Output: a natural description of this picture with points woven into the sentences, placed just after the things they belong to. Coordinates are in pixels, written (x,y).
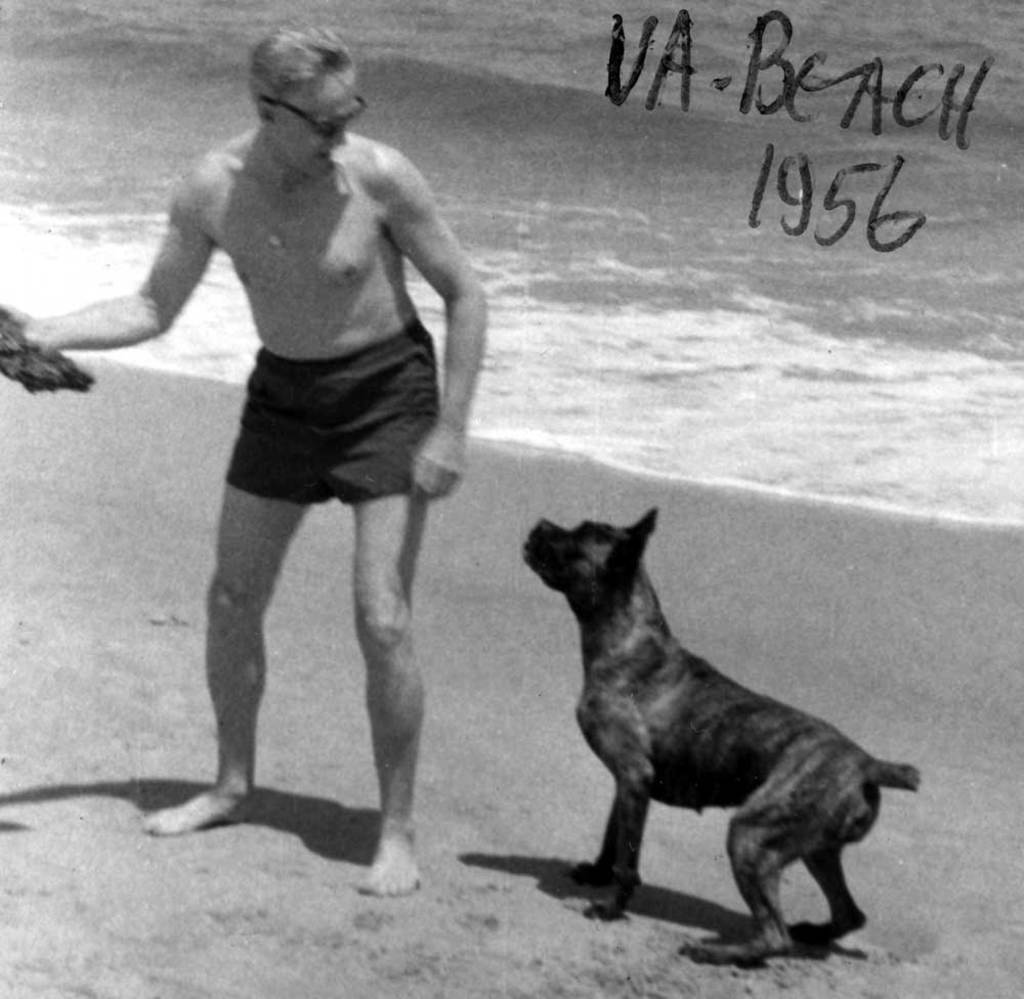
This is a black and white picture. In this a person (79,323) is holding something and wearing a goggles (322,133). Near to him there is a dog (657,695). In the back (611,256) there is water (579,214). On the image something is written.
